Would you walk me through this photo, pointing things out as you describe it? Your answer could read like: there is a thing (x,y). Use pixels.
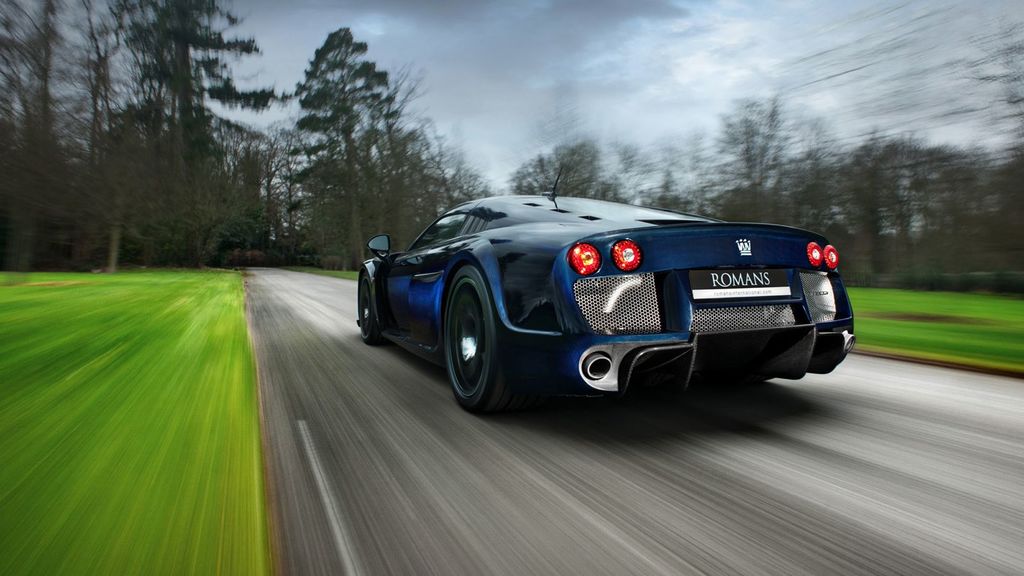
In the image there is a car (584,254) on the road (880,557) and the image is captured while the car (456,372) is in motion, around the car (714,252) there are many trees (441,154).
